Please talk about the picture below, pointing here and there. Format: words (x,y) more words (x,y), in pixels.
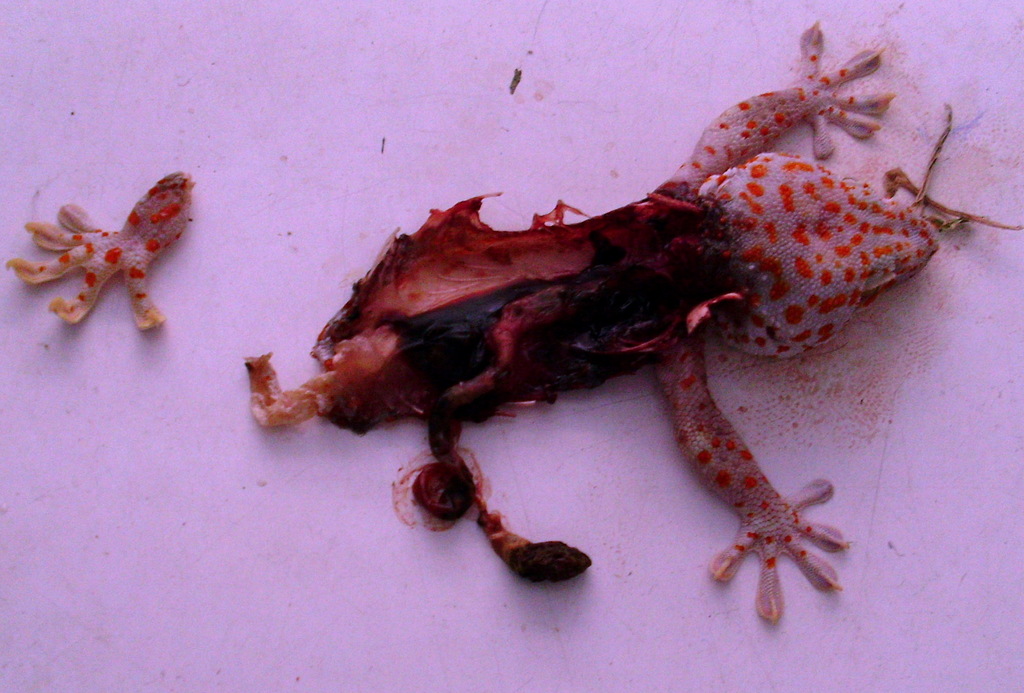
There is a lizard (820,143). Which is partially broken on the white color floor (555,474), near a broken leg (186,210) of it. The background (175,269) is white in color.
